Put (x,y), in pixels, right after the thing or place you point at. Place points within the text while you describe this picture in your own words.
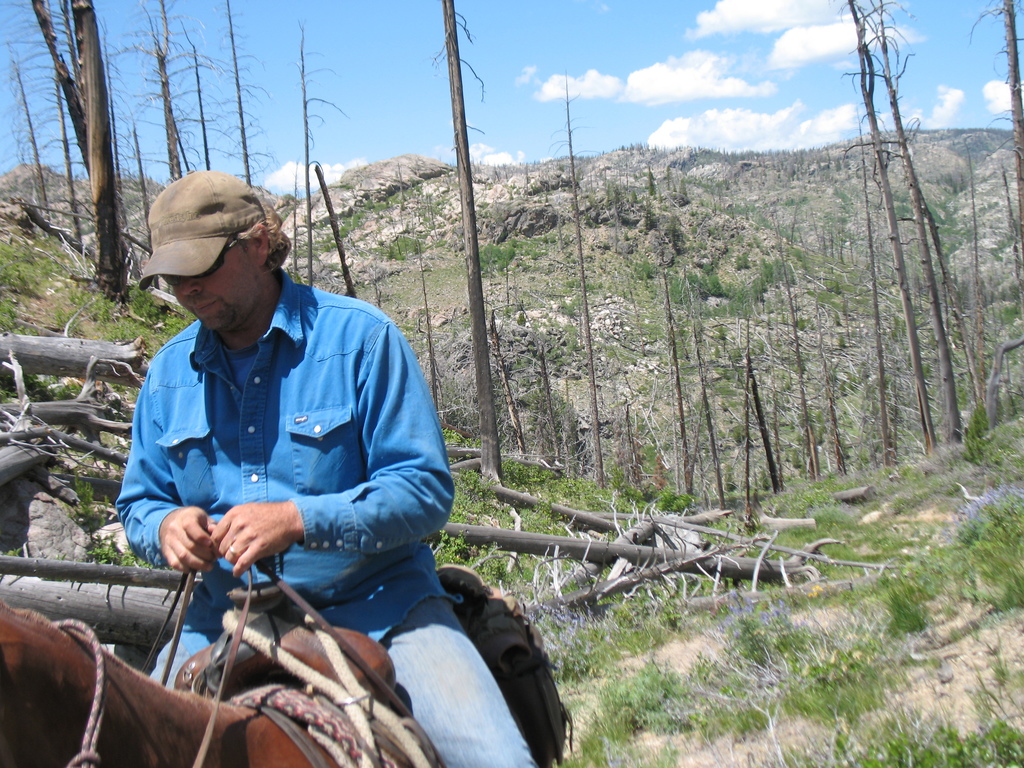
In the picture we can see a man (209,260) sitting on the horse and holding the belts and he is wearing a blue shirt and cap (234,198) and in the background (808,625), we can see plants (861,607) in the path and tree branches (164,571) and behind it we can see a hill (513,245) with rocks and behind it we can see a sky (251,40) with clouds (810,123).
